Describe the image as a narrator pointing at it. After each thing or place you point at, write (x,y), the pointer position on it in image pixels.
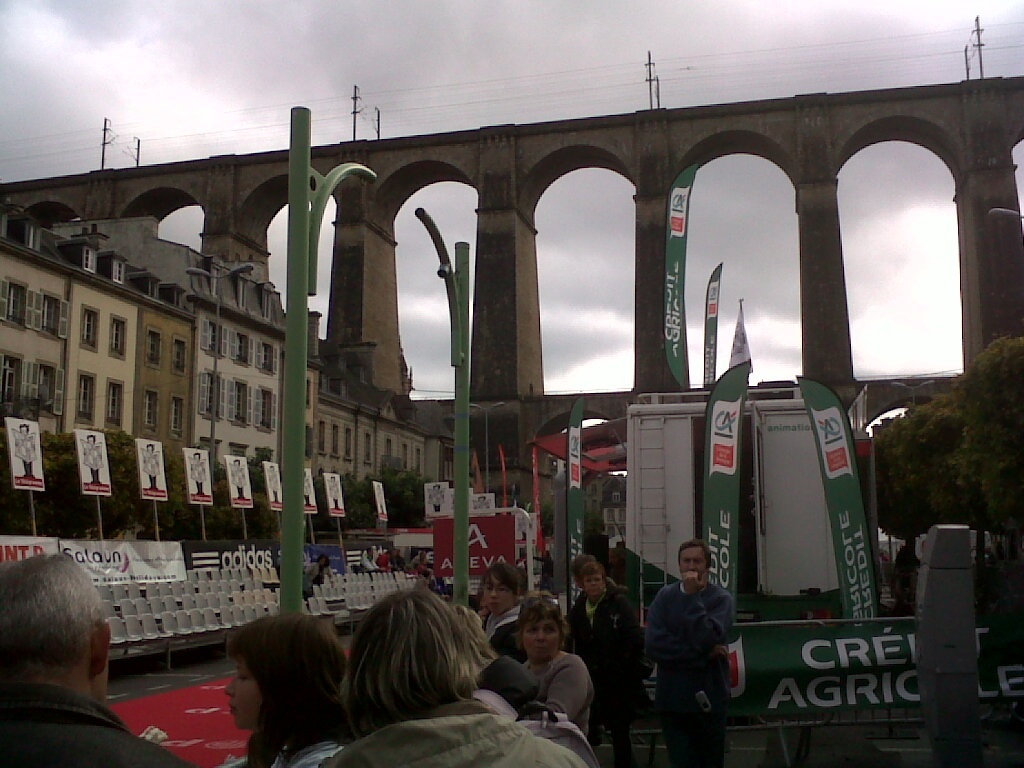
In this picture I can observe some people (424,642) standing on the land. On the left side (184,355) there is a building (108,365) and some chairs (123,603). In this picture I can observe a bridge (810,195). In the background (443,94) there are some clouds (374,35) in the sky (379,26).
